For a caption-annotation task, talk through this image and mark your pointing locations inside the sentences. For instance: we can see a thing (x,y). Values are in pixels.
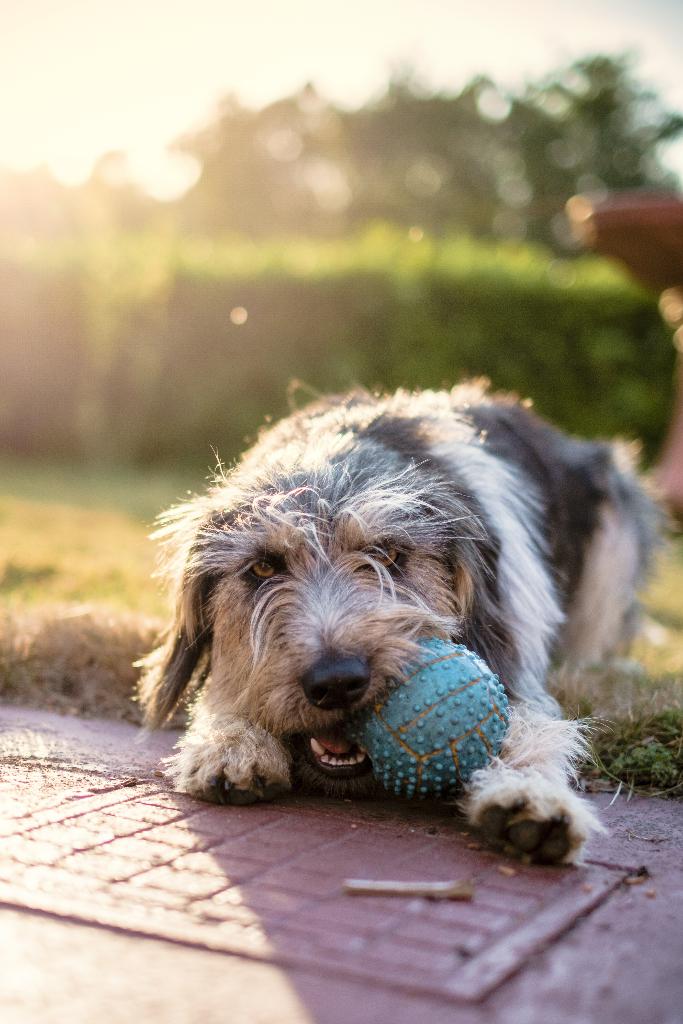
In this image we can see a dog (216,752) holding a ball (433,791) and there is a grass (162,604) on the ground (163,732) and in the background (235,220), the image is blurred.
